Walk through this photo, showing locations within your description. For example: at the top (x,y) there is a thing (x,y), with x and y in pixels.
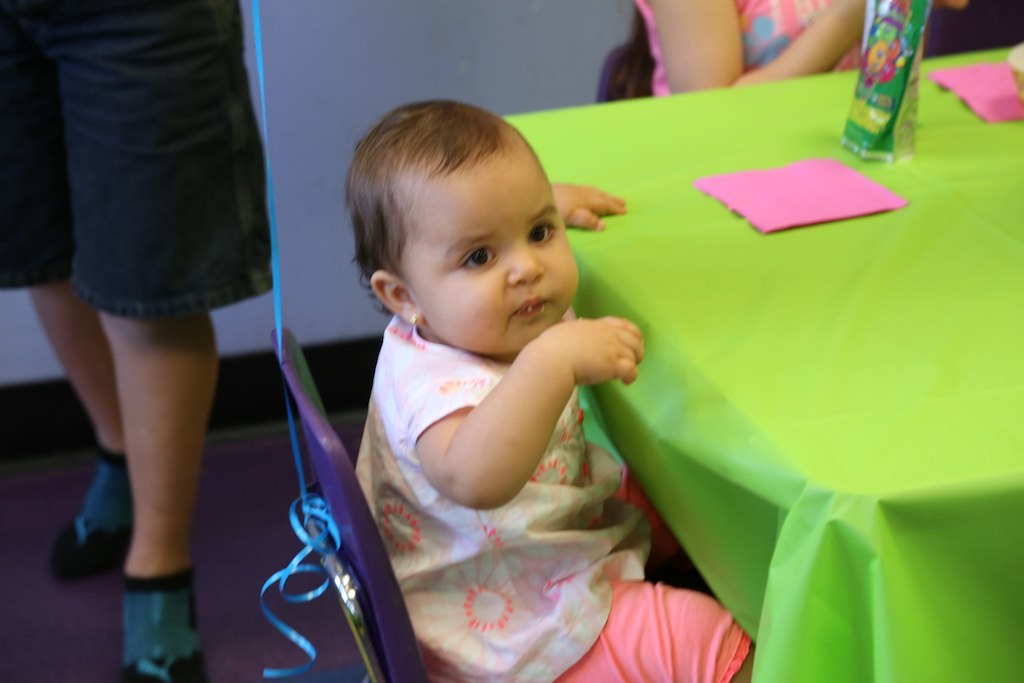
Here in this picture we can see a baby (445,379) sitting on a chair (348,465) with a table (957,309) in the front (789,399) and on that table (977,200) we can see a drink packet (901,53) present and we can also see other people (850,10) present.
